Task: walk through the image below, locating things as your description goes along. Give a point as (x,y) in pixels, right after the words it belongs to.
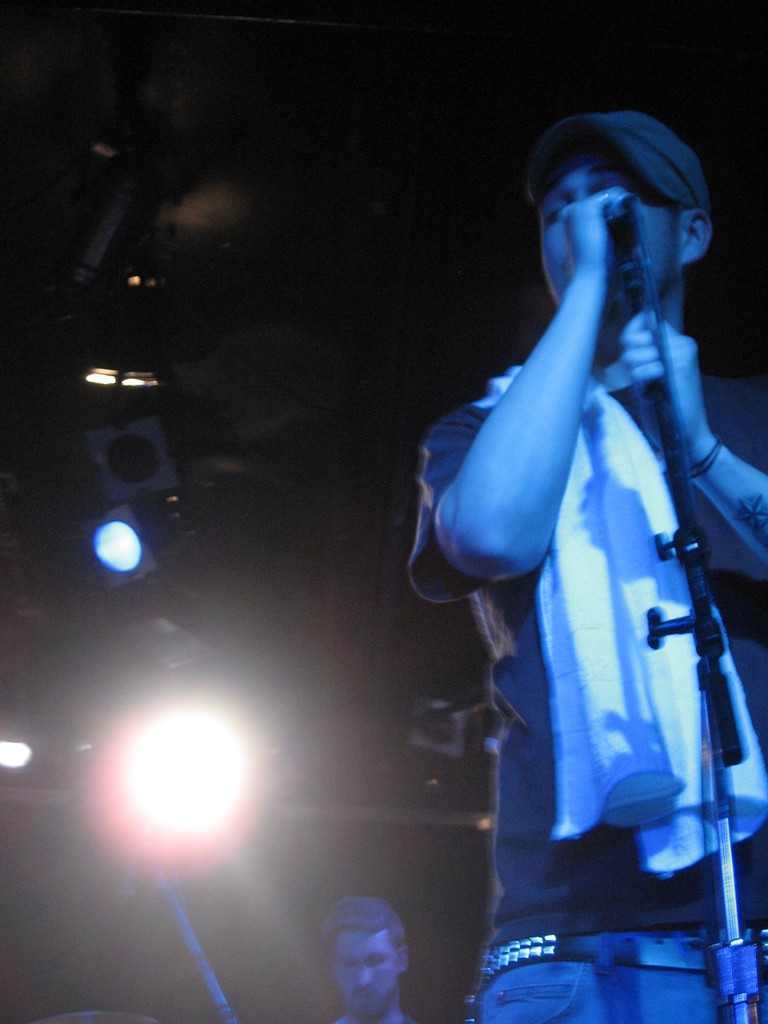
In this picture we can see a mic stand (656,315), two man (355,982), lights (171,713), some objects (187,928) and in the background (373,204) it is dark.
